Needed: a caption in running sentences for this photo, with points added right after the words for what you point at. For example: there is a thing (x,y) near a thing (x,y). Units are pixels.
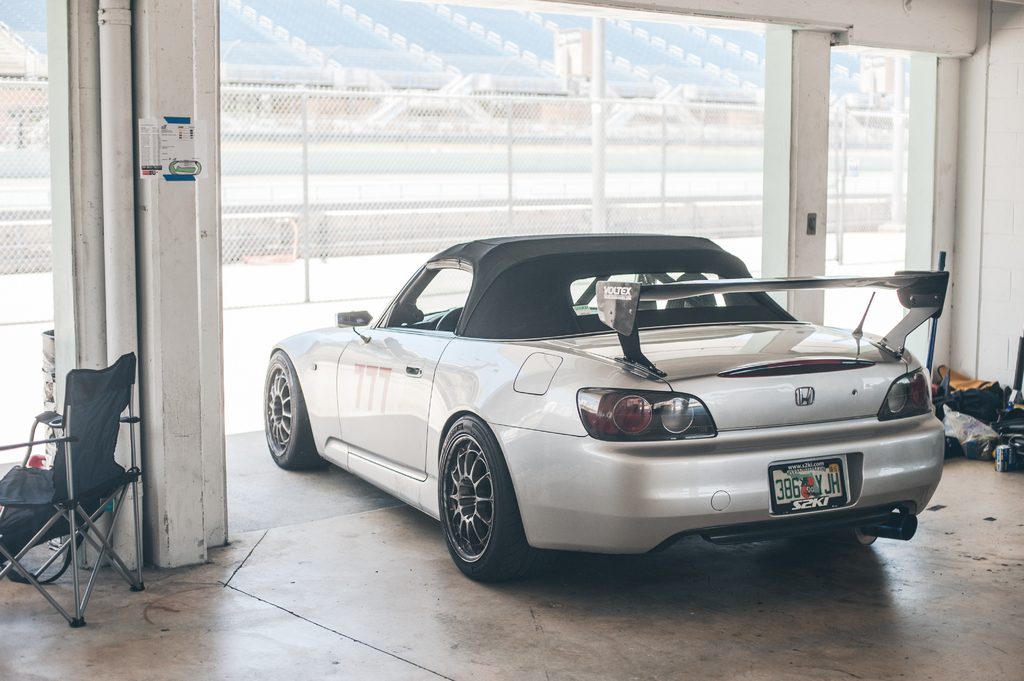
In this image we can see a white color car (495,486) parked here, we can see chair (122,448), some objects (959,446), fence (381,225) and the stadium (671,52) in the background (584,117).
